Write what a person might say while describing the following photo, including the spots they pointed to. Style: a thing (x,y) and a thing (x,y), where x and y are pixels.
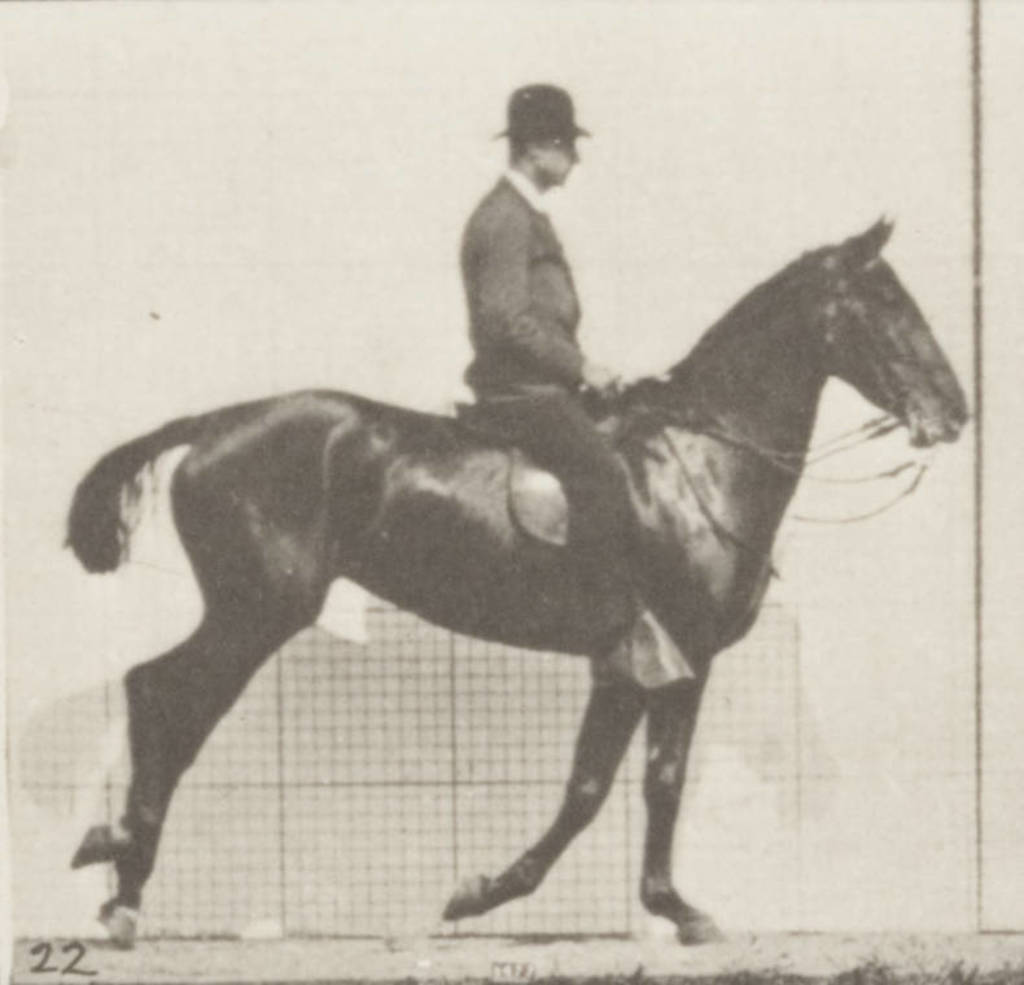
in this image i can see a horse (436,555) a man (512,396) riding on the horse (648,411) and holding a rope (702,432) of the horse (685,408) and he is wearing a cap (519,115) and a number 22 (32,957) written on left side (43,973) corner of the photo frame.
